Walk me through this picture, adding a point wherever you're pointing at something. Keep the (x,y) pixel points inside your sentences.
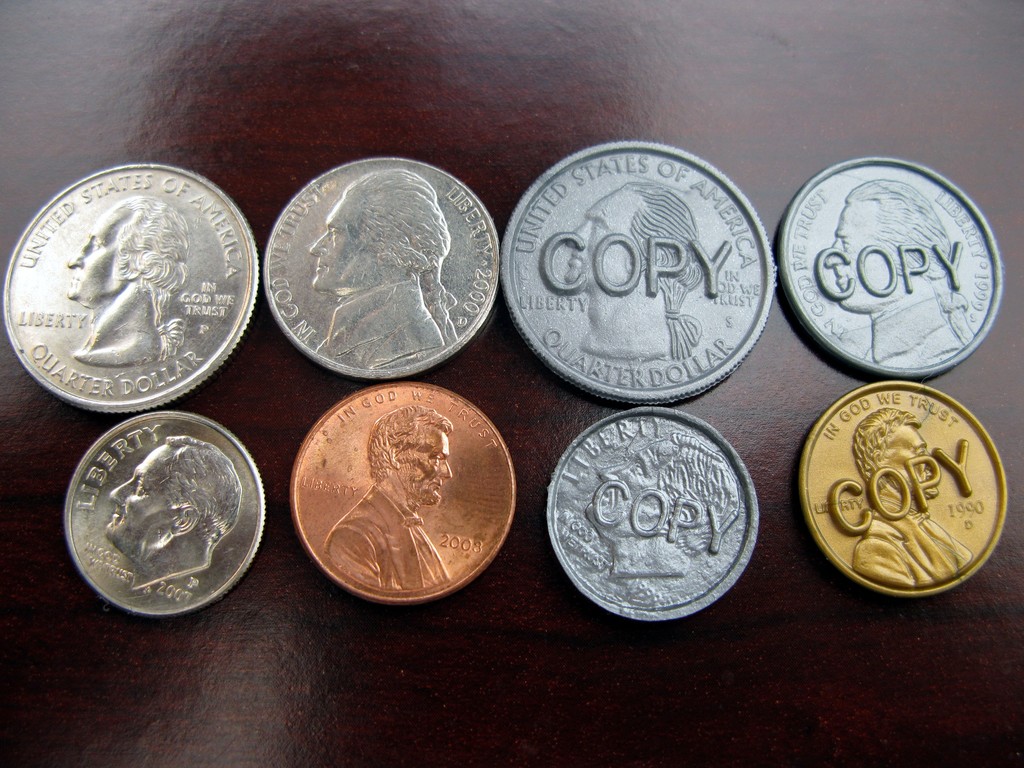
In this image we can see different metal coins (329,248) are kept on the wooden surface (668,105) on which we can see images (374,454). Here we can see a copper coin (365,510) and here we can see the gold coin (898,559).
